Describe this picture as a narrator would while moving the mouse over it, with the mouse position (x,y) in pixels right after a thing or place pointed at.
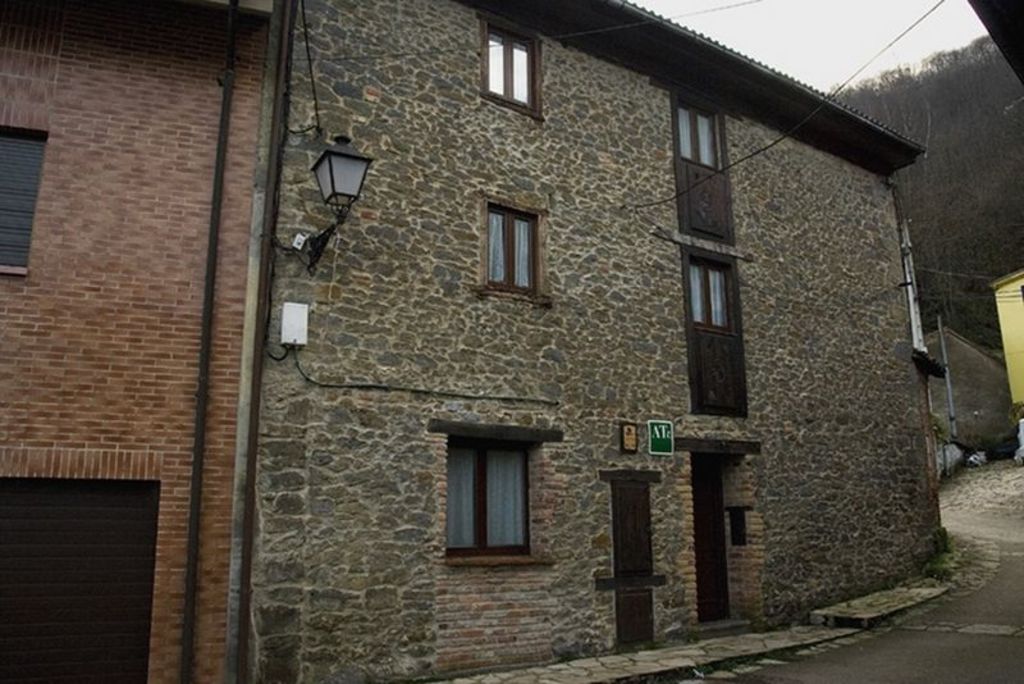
In this image I can see few buildings (353,342) in brown, black and cream color and I can see few glass windows (730,300) and the light (319,179) attached to the wall (368,218). In the background (962,126) I can see few trees (929,143) and the sky (817,43) is in white color.
